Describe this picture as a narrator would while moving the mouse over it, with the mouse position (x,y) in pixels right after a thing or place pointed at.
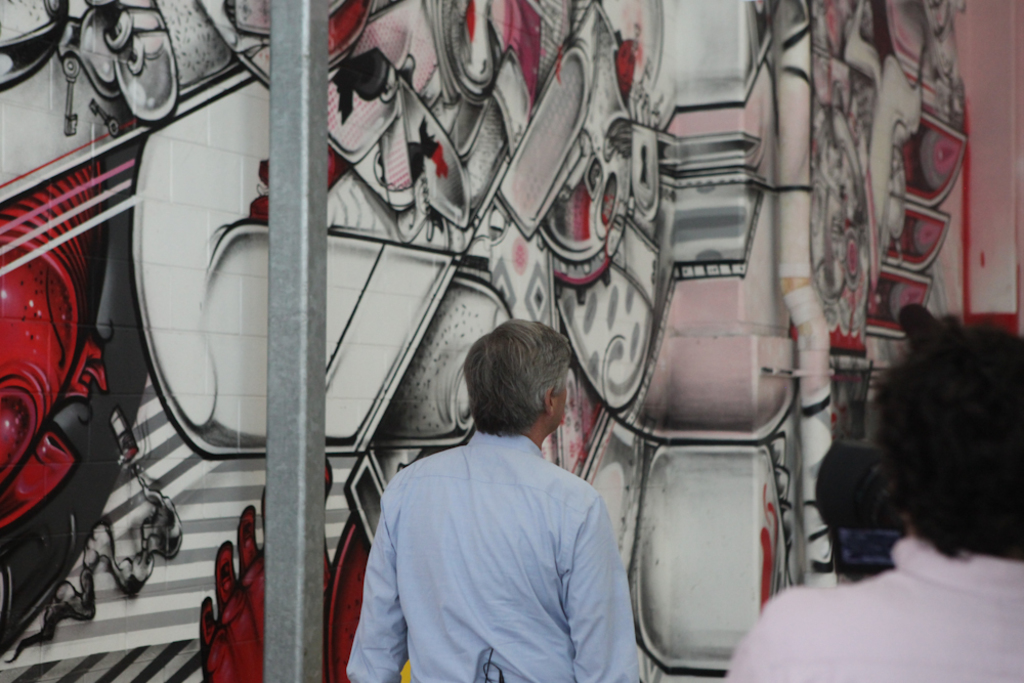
In this picture I can see a painting (639,241) on the wall (683,350) and few people (955,601) standing and watching it and a metal pole (273,195) on the side.
